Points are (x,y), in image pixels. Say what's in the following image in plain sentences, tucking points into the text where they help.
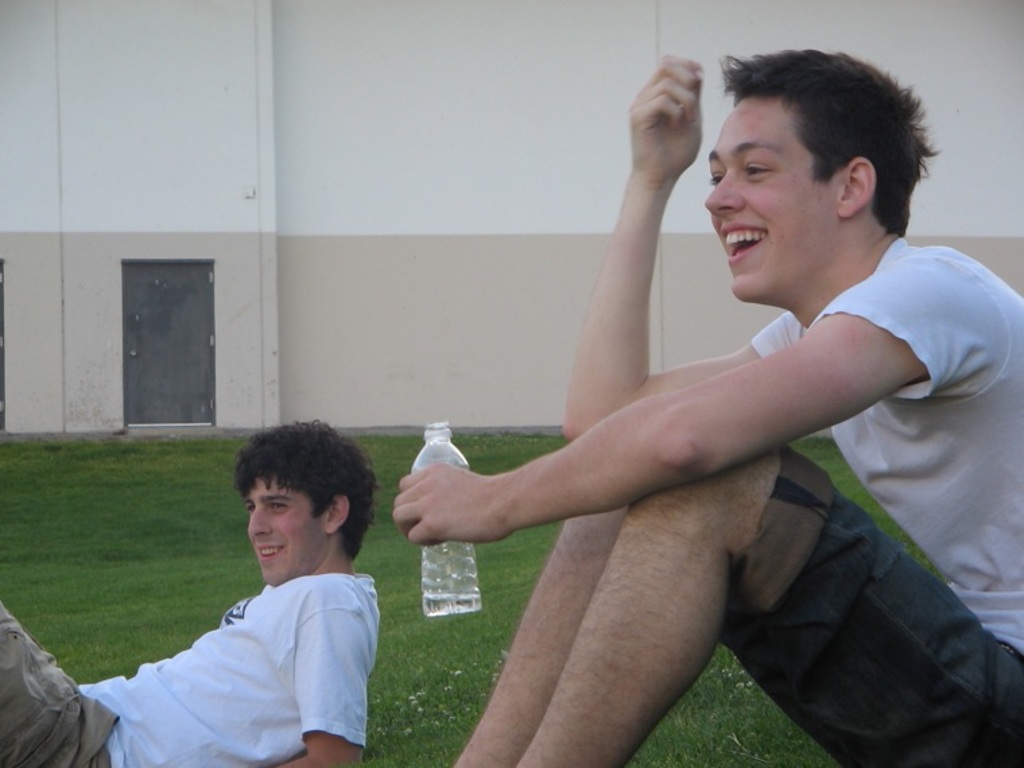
In the picture we can find two men (625,308), one man (605,308) is sitting and one man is laying on the grass (18,532), the man (752,199) who is sitting is holding a bottle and smiling, In the background (671,304) we can find a wall (656,308), and a door (144,362).
